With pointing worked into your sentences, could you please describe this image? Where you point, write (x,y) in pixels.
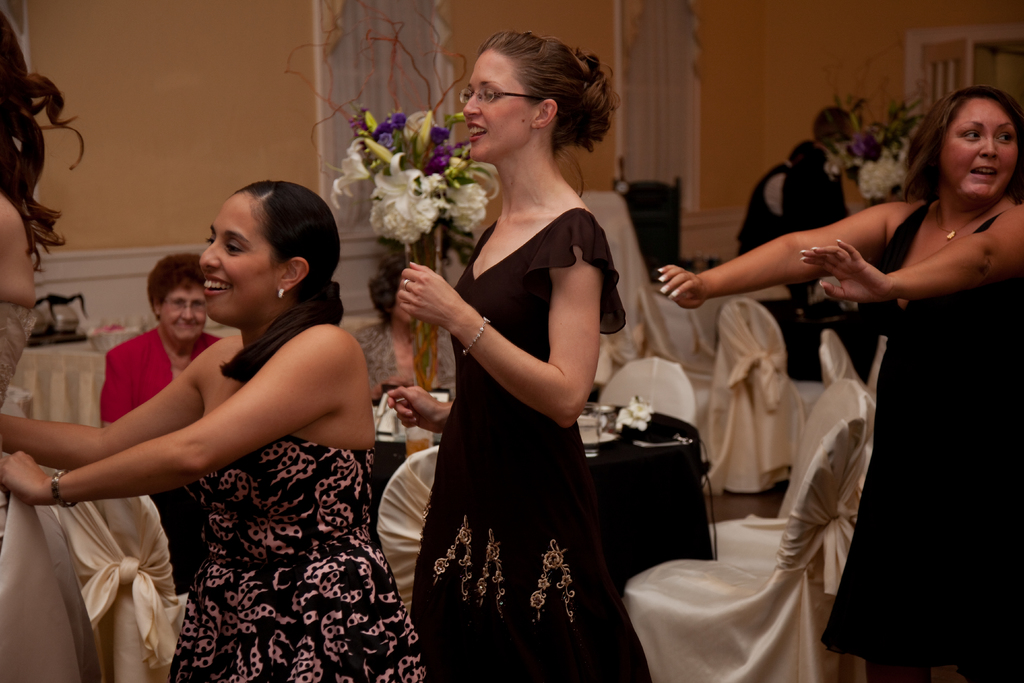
In the center of the image (356,356) we can see a ladies (475,370) standing. In the background (692,593) there are chairs (751,304) and we can see a flower vase (428,358). There is a lady (152,306) sitting. There is a wall (216,195) and we can see people (780,167). On the right (960,79) there is a door (967,62).
